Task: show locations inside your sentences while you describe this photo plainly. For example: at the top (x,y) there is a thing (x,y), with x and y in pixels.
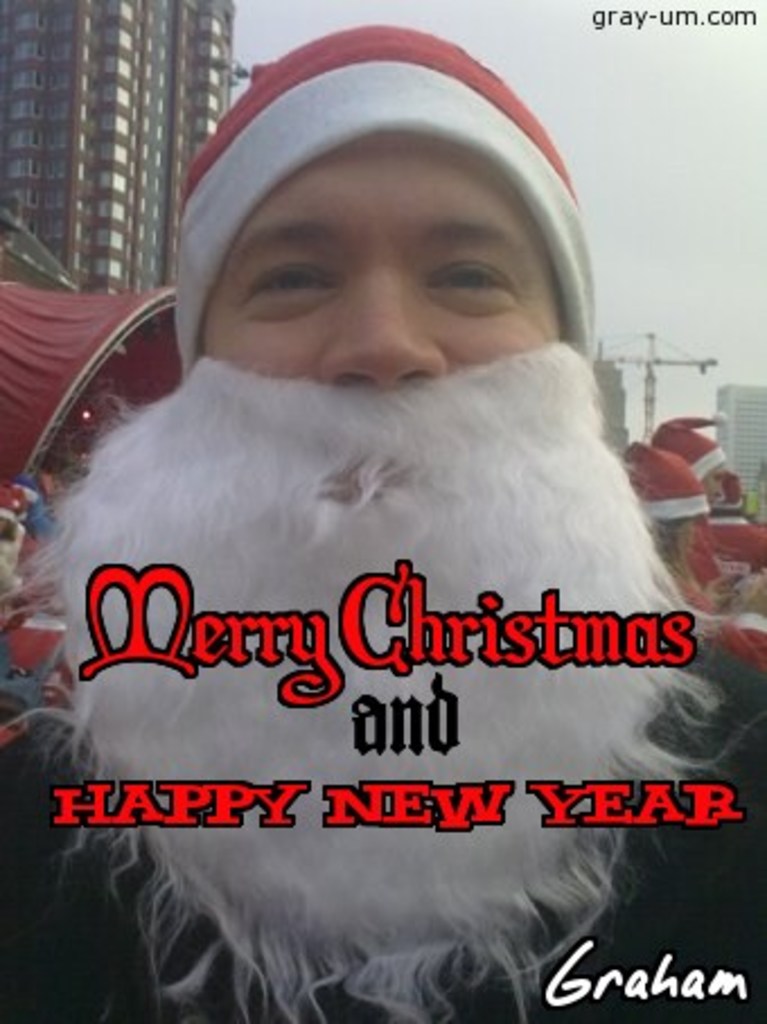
In this image we can see a person (305,334) in Santa get up (381,386). In the background (25,331) there are few persons (31,544) wore caps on their heads (6,507), buildings (72,275), windows (114,211), crane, poles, light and other objects (15,330).
